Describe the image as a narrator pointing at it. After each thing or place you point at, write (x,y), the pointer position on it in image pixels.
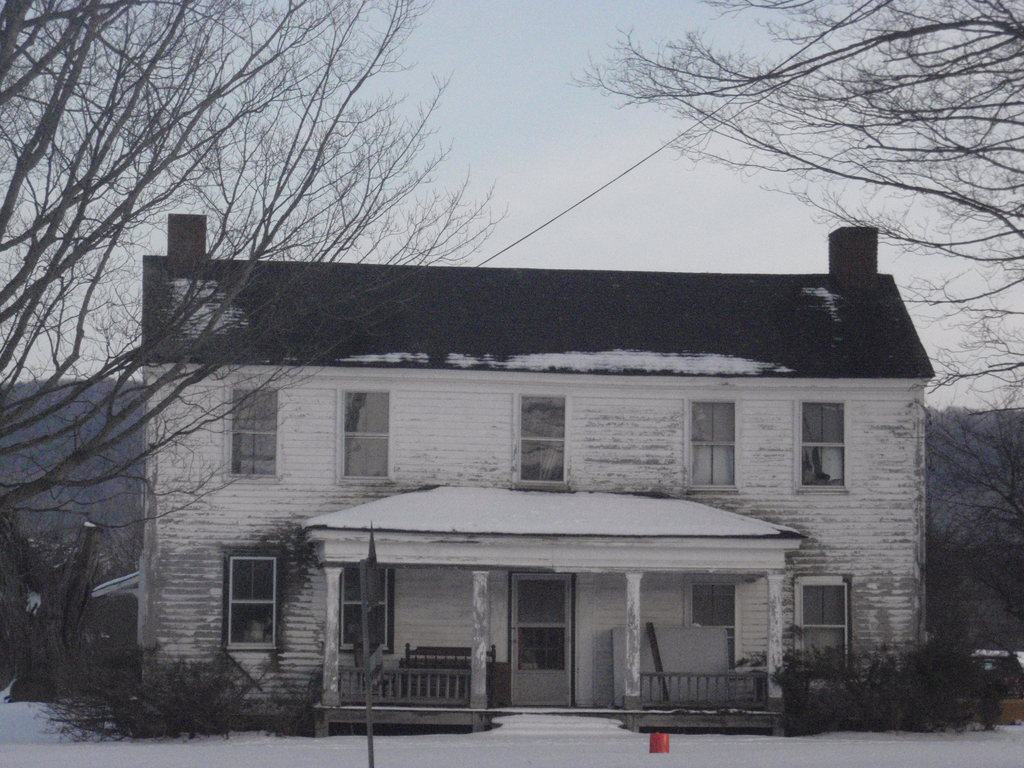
In this picture we can see a building (874,521) with windows (368,409), door (549,581), fence (719,688), pillars (330,670), trees (57,638) and in the background (505,189) we can see the sky (478,127).
